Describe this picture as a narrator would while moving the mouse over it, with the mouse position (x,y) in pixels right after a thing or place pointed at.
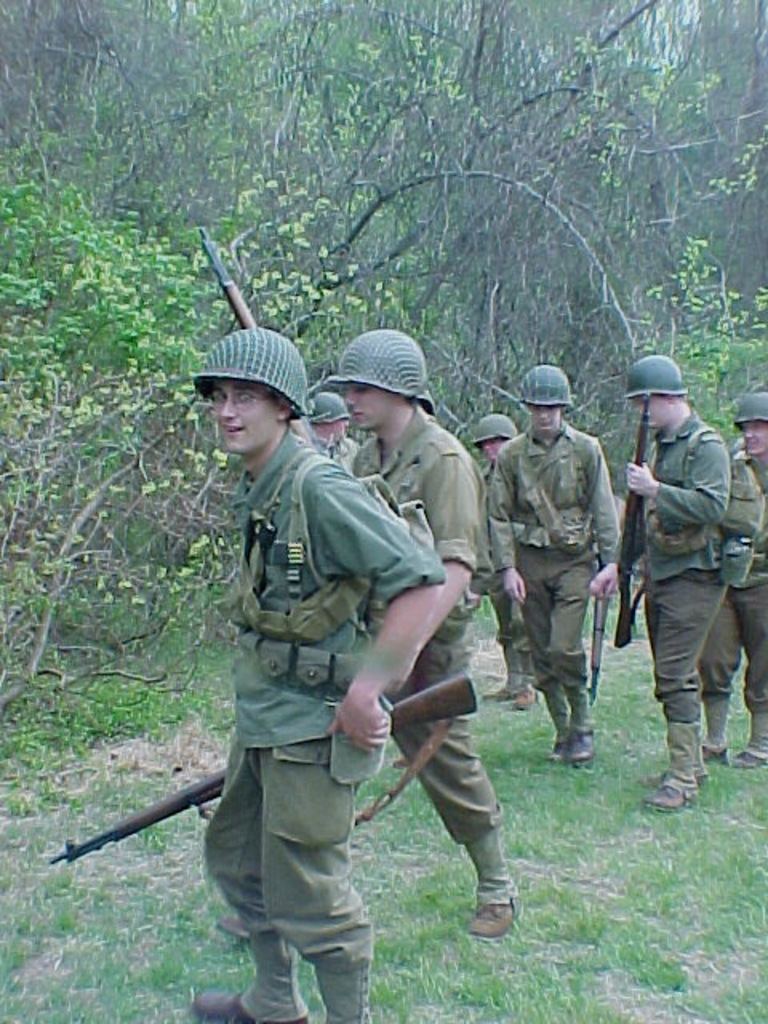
In this image we can see a group of men (443,612) standing on the ground (602,827) wearing the helmet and holding the guns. We can also see some grass (547,855) and a group of trees (60,435).
